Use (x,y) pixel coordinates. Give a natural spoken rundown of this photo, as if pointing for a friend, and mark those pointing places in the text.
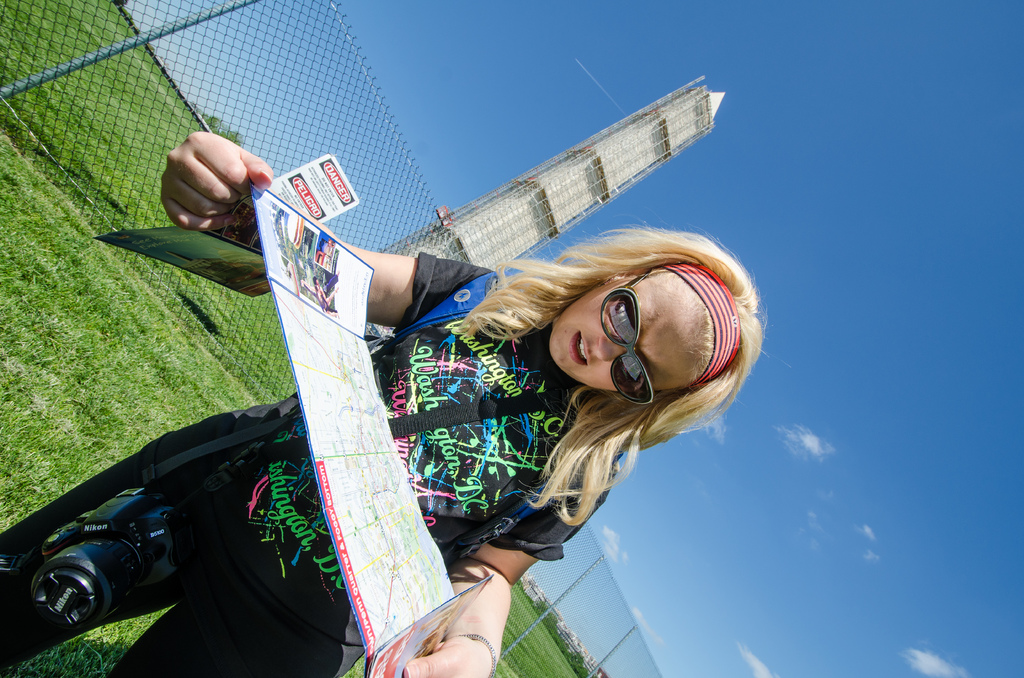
In this picture I can see a woman (425,459) standing she is holding a paper (346,459) in her hands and she is holding a camera (101,576) with the help of a belt (423,420) and she wore spectacles (633,350) and I can see buildings (574,634) and grass (42,232) on the ground (281,367) and I can see few trees (224,130) and a blue cloudy sky (807,254) and I can see a tower (557,232) and a metal fence (450,257).
